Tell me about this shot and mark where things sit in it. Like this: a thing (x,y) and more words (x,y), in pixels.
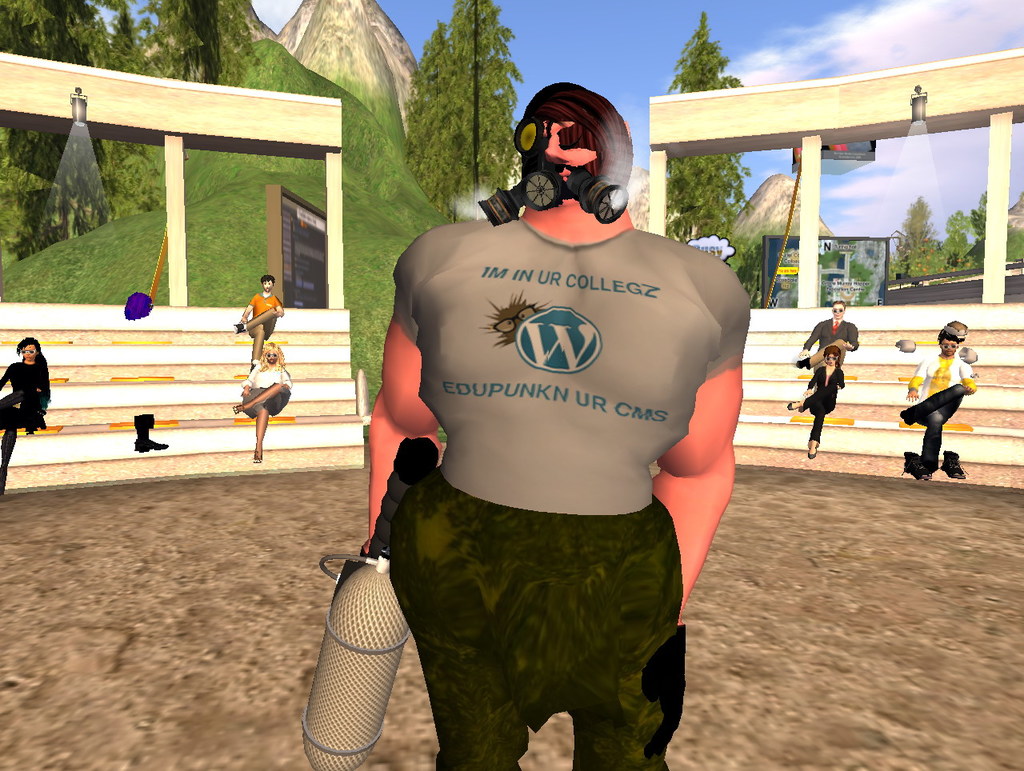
It is an edited image. In this image at the center (549,413) there is a person (664,687) standing on the ground (874,614). Behind him there are a few people (956,358) sitting on the stairs (879,442). In the background (451,176) there are lights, trees (465,68) and we can see grass (351,196) on the rocks (378,179). At the top (581,31) there is the sky (655,33).
